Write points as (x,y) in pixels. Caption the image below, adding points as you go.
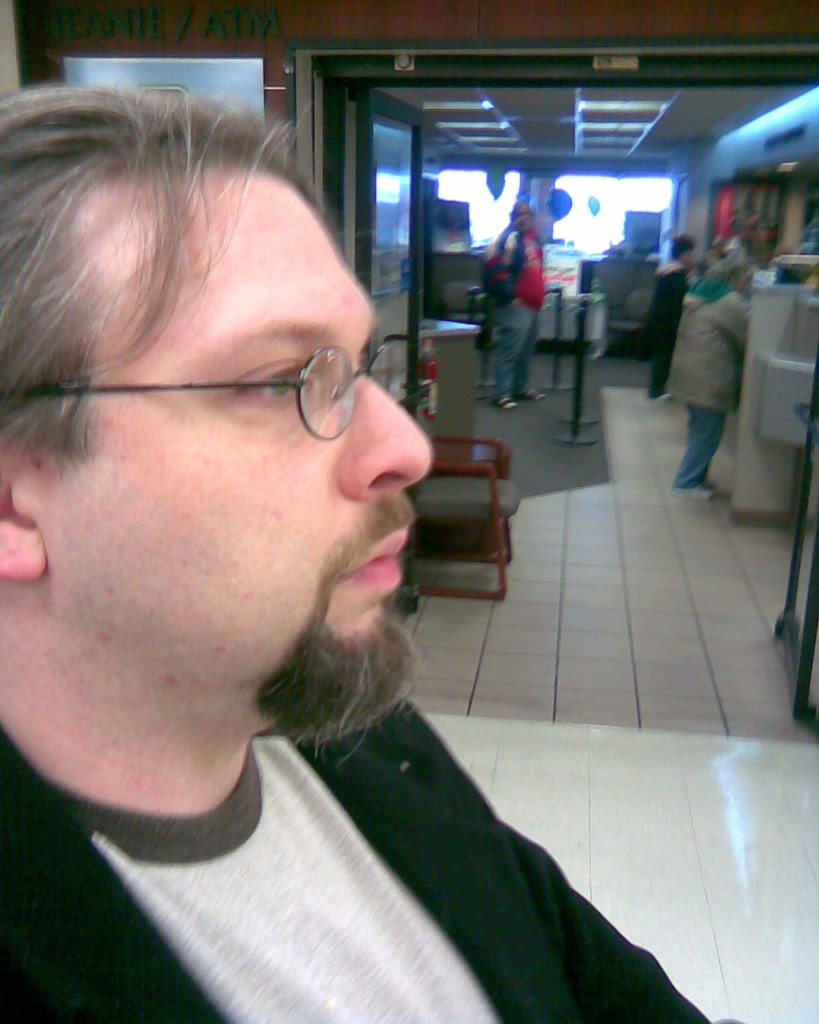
This image is taken indoors. On the left side of the image (211,624) there is a man (177,734). On the right side of the image (642,687) there is a floor (667,582). There is a table (778,336) and two people (706,391) are standing on the floor (681,566). In the background (539,176) there is a wall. There are two windows (555,231). There are many objects (553,321). In the middle of the image (506,359) a man (523,328) is standing on the floor (530,380). There is a table (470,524).
